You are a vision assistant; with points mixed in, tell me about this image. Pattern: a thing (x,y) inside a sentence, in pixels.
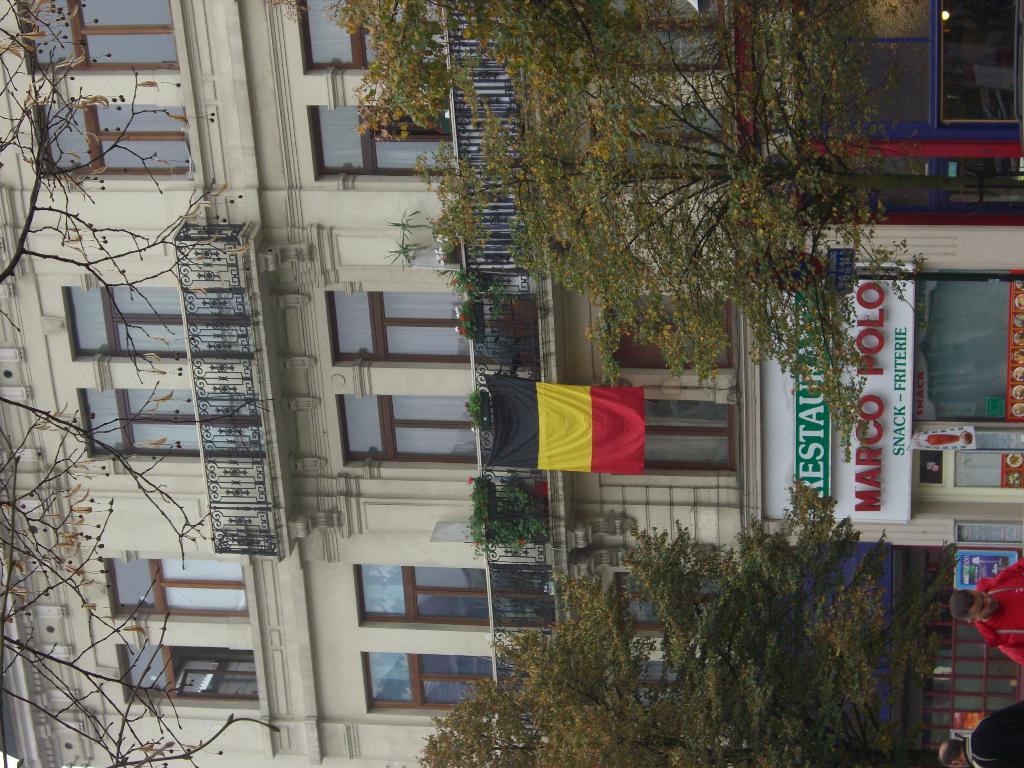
This picture is clicked outside. On the right (775,652) we can see the text (866,496) on the board (838,488) and we can see the doors (946,280), windows (966,72) and deck rails (207,430) of the building (147,362) and we can see the house plants (478,540) and trees (866,576) and a flag (584,456) and we can the two persons (995,711) and some other items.
